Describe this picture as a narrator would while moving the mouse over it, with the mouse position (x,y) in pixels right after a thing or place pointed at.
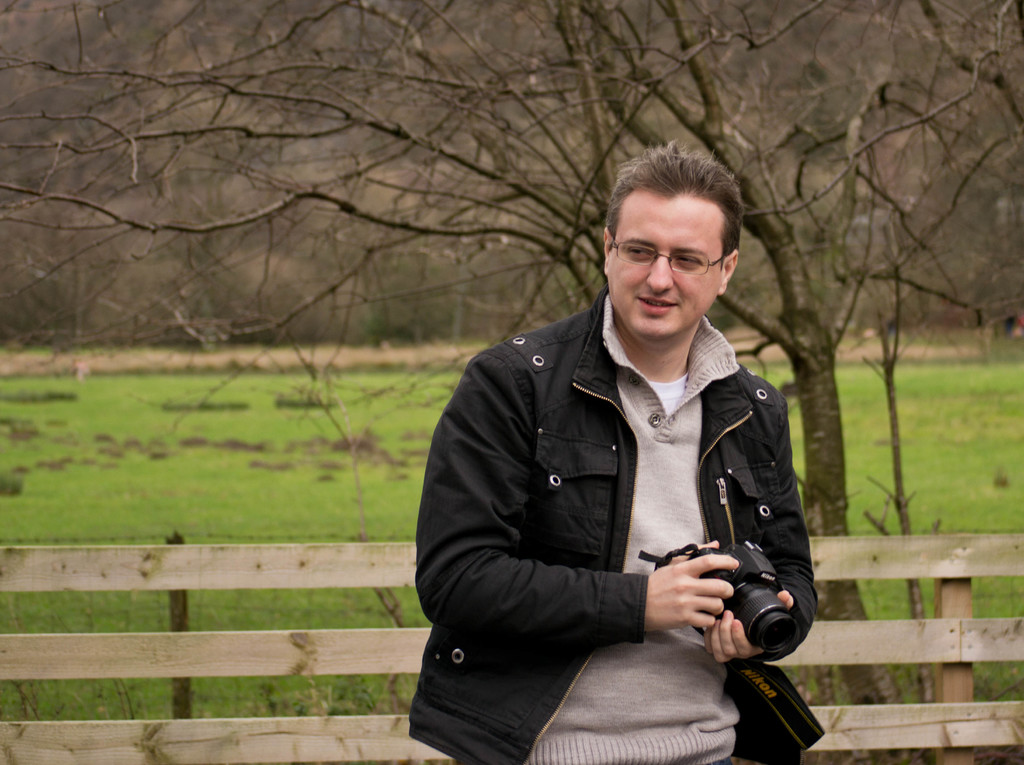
This is the man (649,474) standing and smiling. He is holding a camera (733,581) in his hand (726,568). This looks like a wooden fence (6,738). In the background (832,528), I can see a tree (831,514) with the branches (489,201). This is the grass (224,488), which is green in color.
